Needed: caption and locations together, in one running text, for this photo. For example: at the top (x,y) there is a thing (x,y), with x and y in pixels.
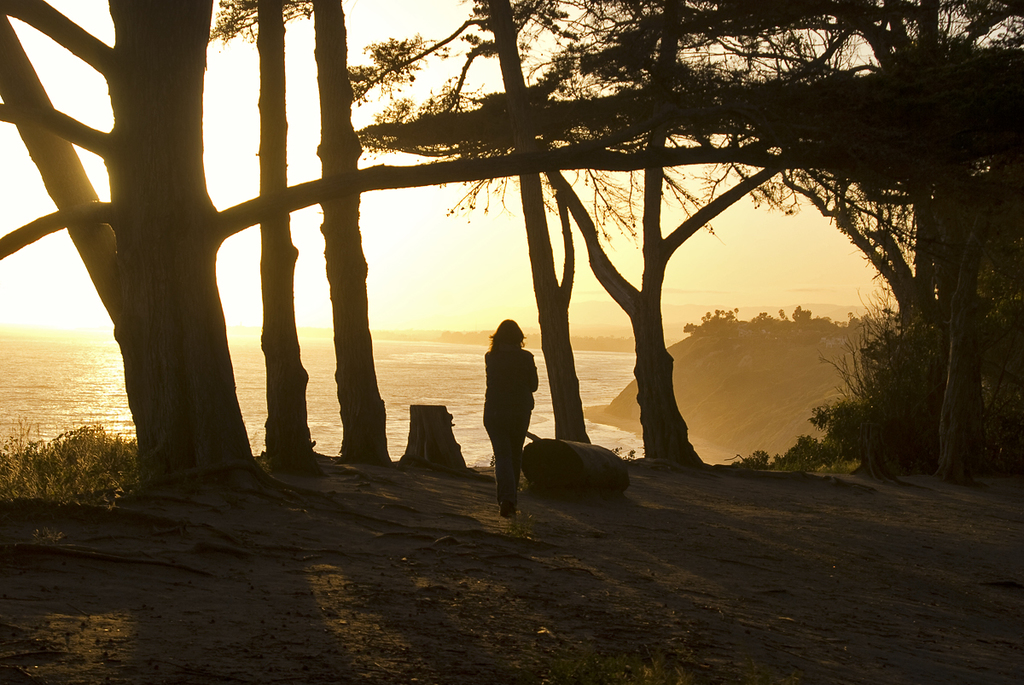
In this image we can see a person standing and looking at something, also we can see some trees (543,293) and in the middle (429,348) we can see the water (0,386), the background (501,231) is the sky (516,236).
